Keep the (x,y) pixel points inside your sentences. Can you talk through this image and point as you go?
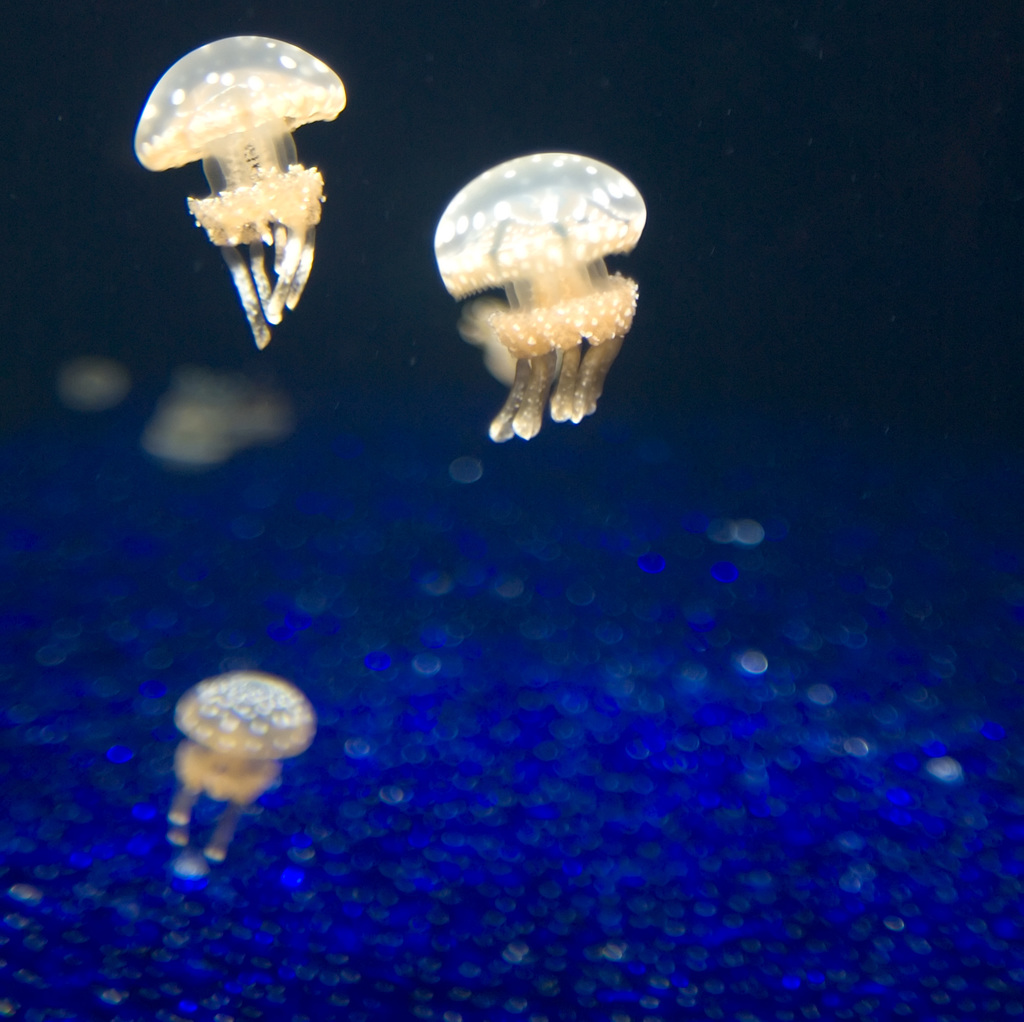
In this image we can see jellyfishes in the water (334,485).
